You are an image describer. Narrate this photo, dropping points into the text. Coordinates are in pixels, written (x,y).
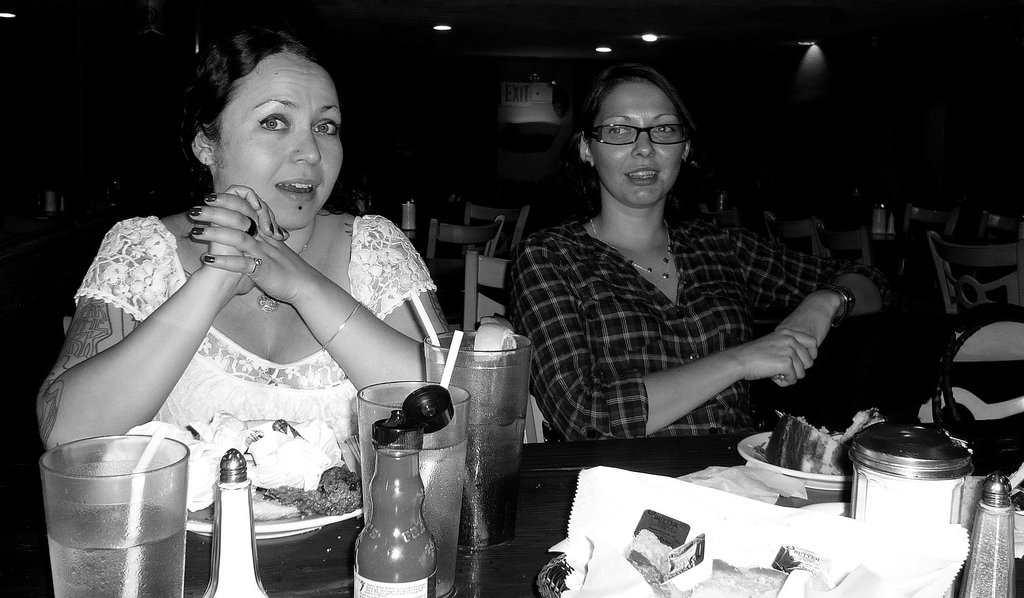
In this image, we can see 2 peoples (582,431) are sat on the chair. There is a wooden table (522,537). On wooden table (534,543), we can see glasses (492,416), bottle (412,527) filled with liquid (388,549), some container (241,540). There is food (270,496) on plate (283,522), straw (154,451), paper (206,461). The middle of the image (668,333), the woman (650,297) is wearing a shirt (571,315), glasses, watch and necklace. And the left side of the image (241,373), she wear a white dress (190,366) and tattoo (93,334) on his right hand (91,333). The background (469,271), we can see so many chairs (470,230) and tables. Here we can see exit board (517,101) and roof lights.
